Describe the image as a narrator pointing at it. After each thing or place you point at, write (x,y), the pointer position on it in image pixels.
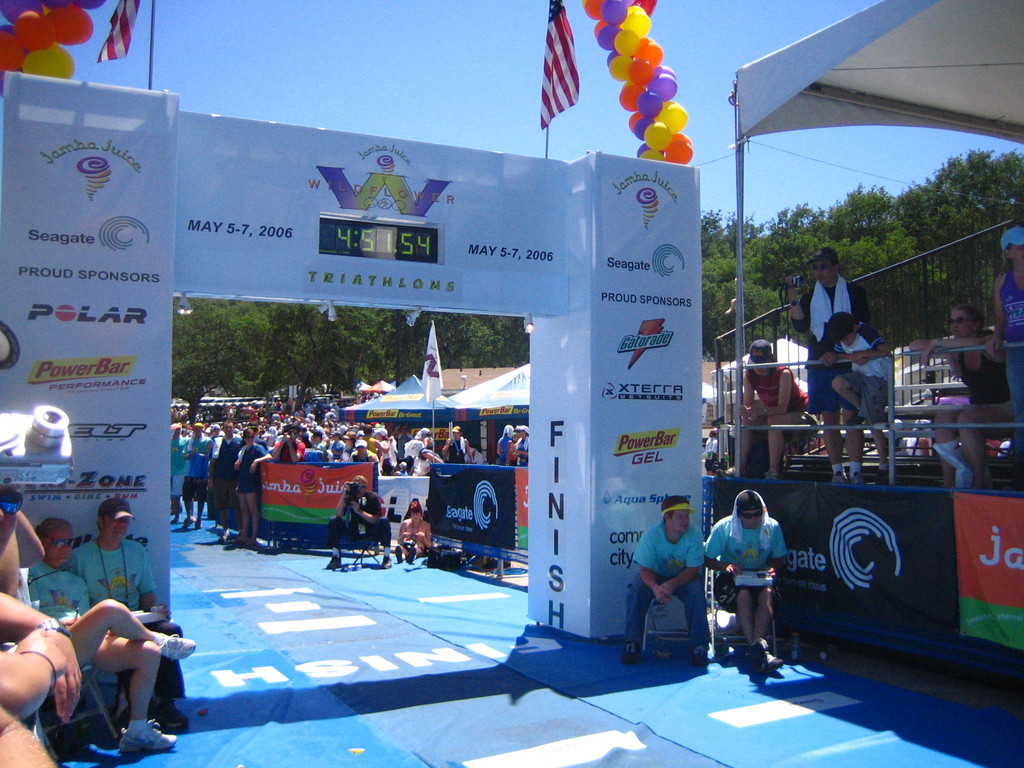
This picture is taken in a race, there is a banner (89,266) on that banner (120,294) there are some company names (636,343), on either side of the banner (641,368) there are crowd (321,459), trees (421,357) and tents (416,396), on top of banner (606,216) there are balloons (647,110) and american flag (558,69).
